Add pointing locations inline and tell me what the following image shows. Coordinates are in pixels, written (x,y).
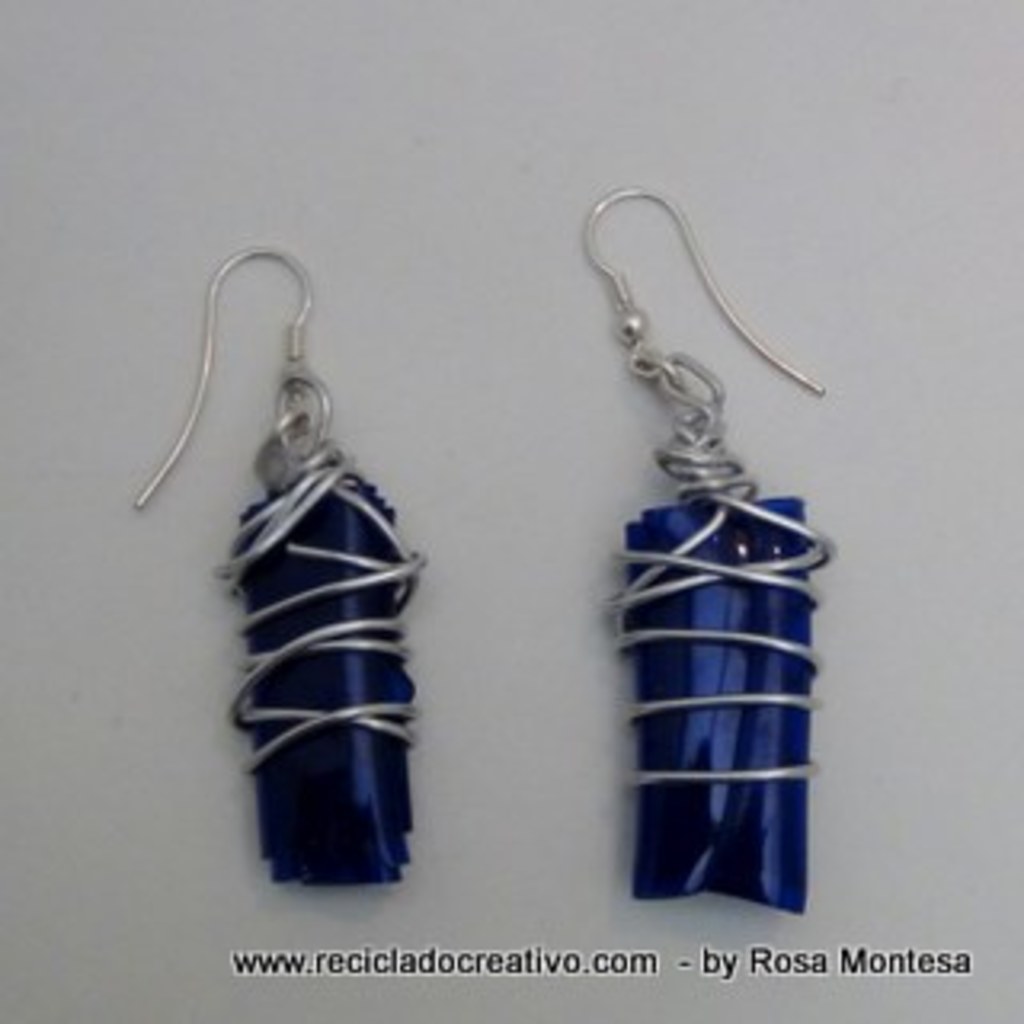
In this image I can see a pair of earrings (342,584) and they are in blue color and I can see white color background (435,549).
